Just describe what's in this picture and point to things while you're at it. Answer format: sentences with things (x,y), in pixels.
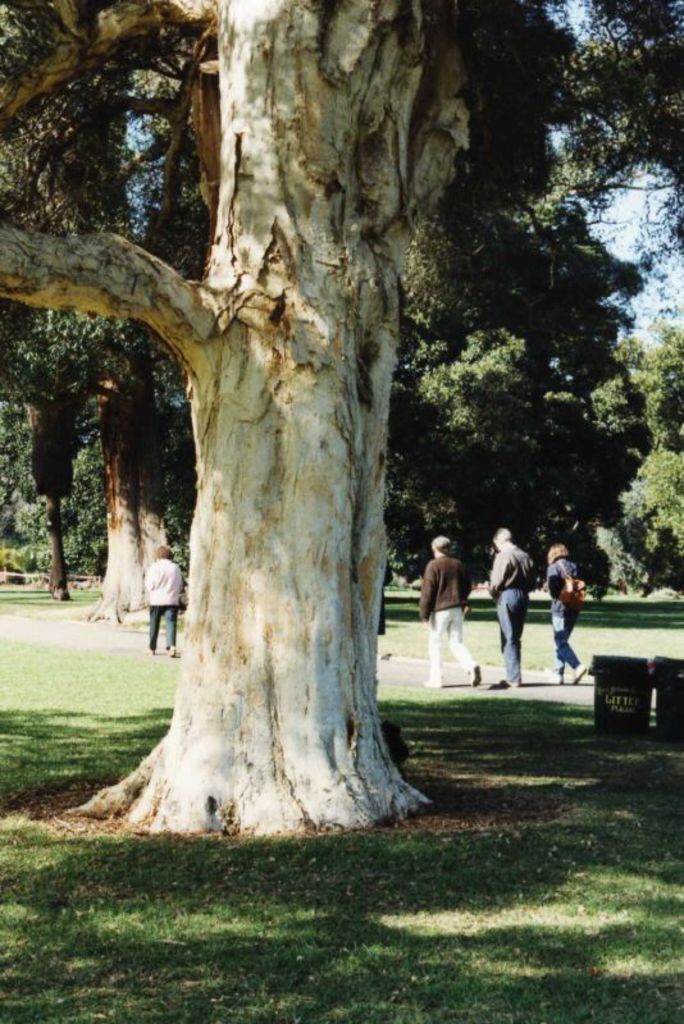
There is one tree (213,667) at the bottom of this image (262,709). There are some persons (521,621) walking as we can see in the middle of this image (426,612). There are some other trees (622,442) in the background (27,421).
